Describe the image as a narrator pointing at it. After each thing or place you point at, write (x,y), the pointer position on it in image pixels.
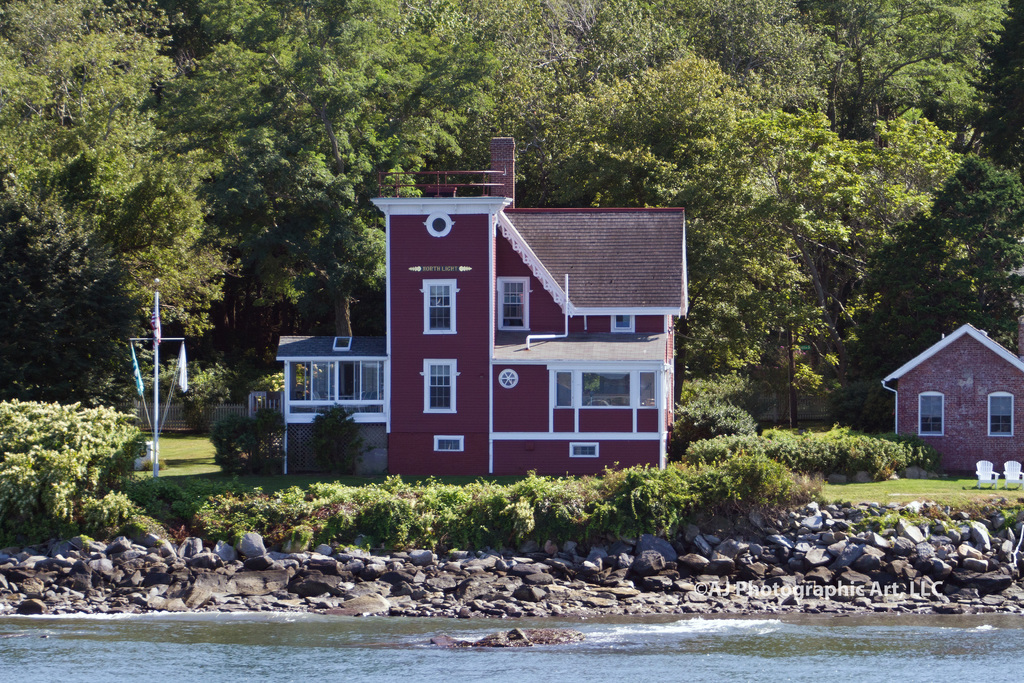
In this image I can see building (665,348) in maroon color, at right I can see the other building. At the background (850,308) I can see trees (326,106) in green color, in front (255,640) there are few stones (489,592) and water (484,662).
